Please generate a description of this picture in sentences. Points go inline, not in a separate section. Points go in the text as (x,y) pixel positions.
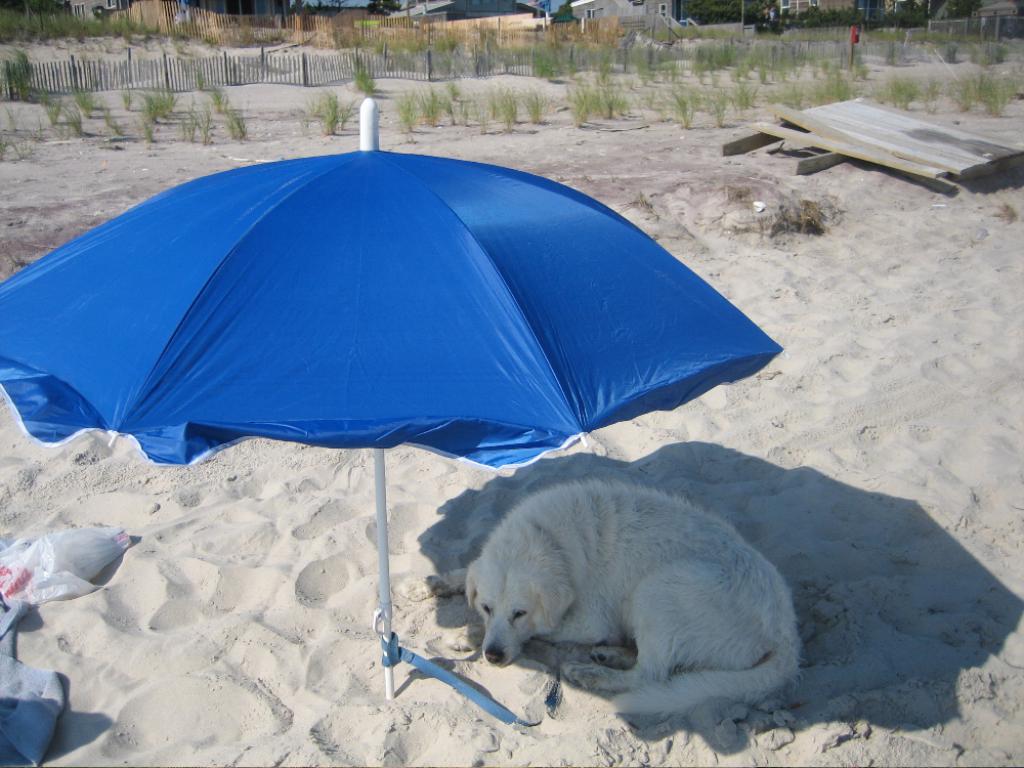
This image consists of a dog (594,648) sleeping on the ground (325,615). At the bottom (228,667), there is sand (279,539). In the front (399,229), there is an umbrella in blue color. In the background (491,113), there are small plants (805,90) and fencing (446,60).
